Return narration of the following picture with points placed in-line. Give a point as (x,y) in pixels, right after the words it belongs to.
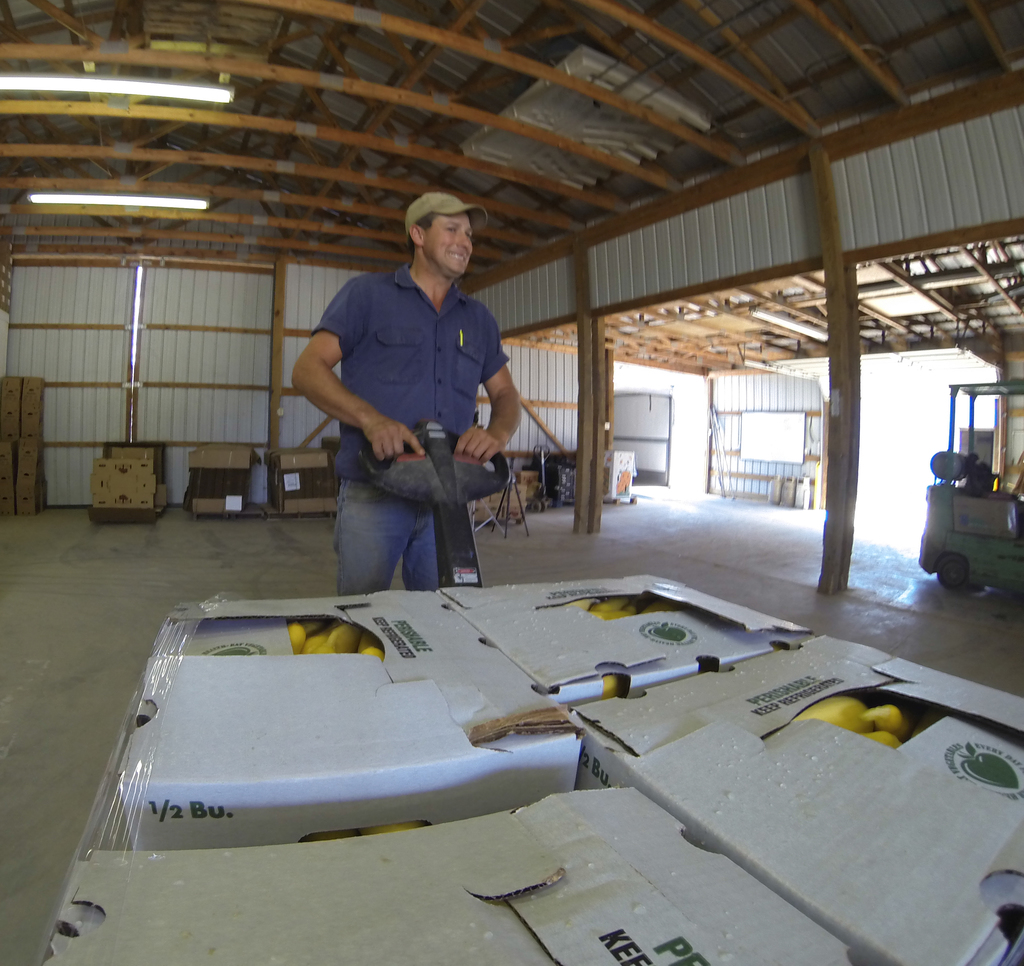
The picture is clicked in a shed (227,167). In the foreground of the picture (646,668) there is a man (427,369) pulling a trolley (444,517), on the trolley (455,508) there are fruits (378,655) in the boxes (619,733). In the background (223,480) there are boxes (529,476), ladder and wall (295,304). At the top (74,199) there are lights (55,196) to the ceiling (452,182). Towards right (966,563) there is a vehicle (969,384). It is sunny outside.
